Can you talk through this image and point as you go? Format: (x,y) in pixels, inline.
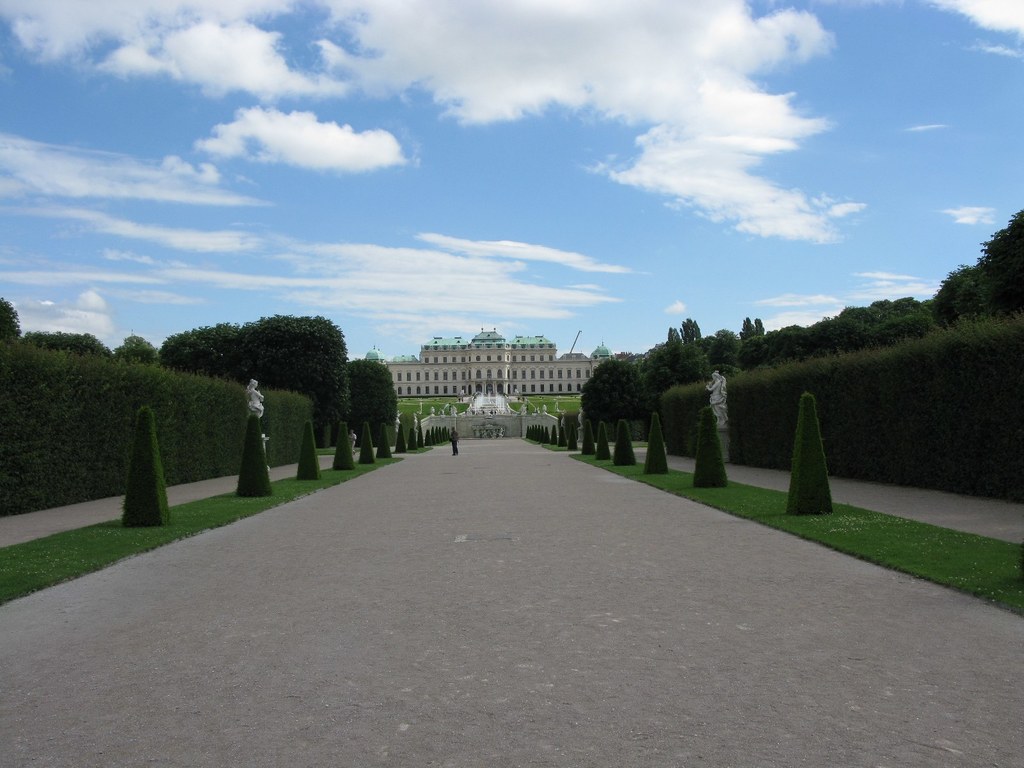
There is one person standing on the road (453,459) as we can see at the bottom of this image (538,518). There are trees (337,396) on the left side of this image (251,431) and right side of this image (794,431) as well. There is a building (433,373) in the middle of this image (457,379). We can see a sky (381,292) at the top of this image (456,224).
